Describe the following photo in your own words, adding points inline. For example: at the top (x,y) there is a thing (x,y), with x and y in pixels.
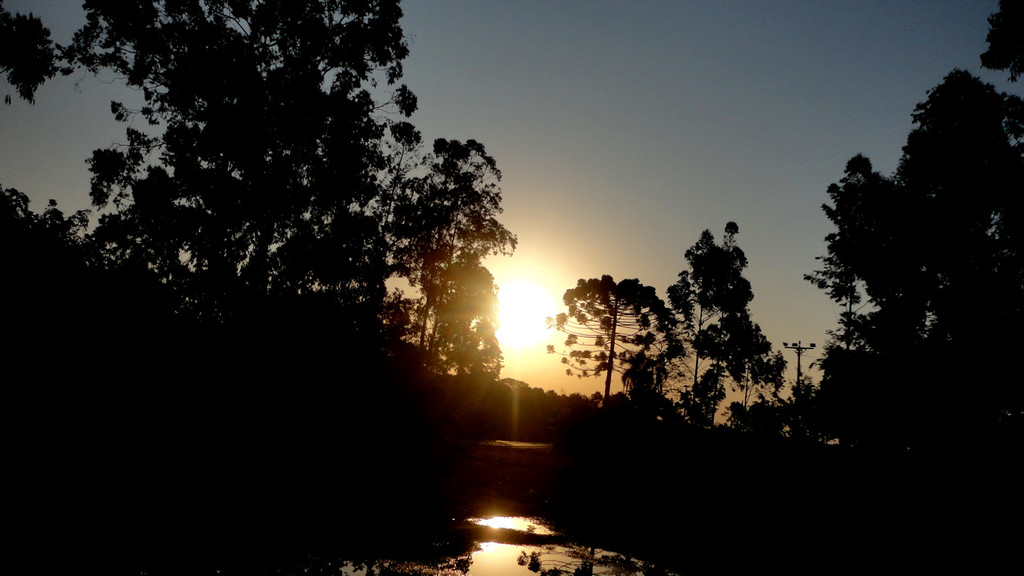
In this image I can see trees (303,269), sun set (525,296) and the sky (691,24), this picture is very dark.
